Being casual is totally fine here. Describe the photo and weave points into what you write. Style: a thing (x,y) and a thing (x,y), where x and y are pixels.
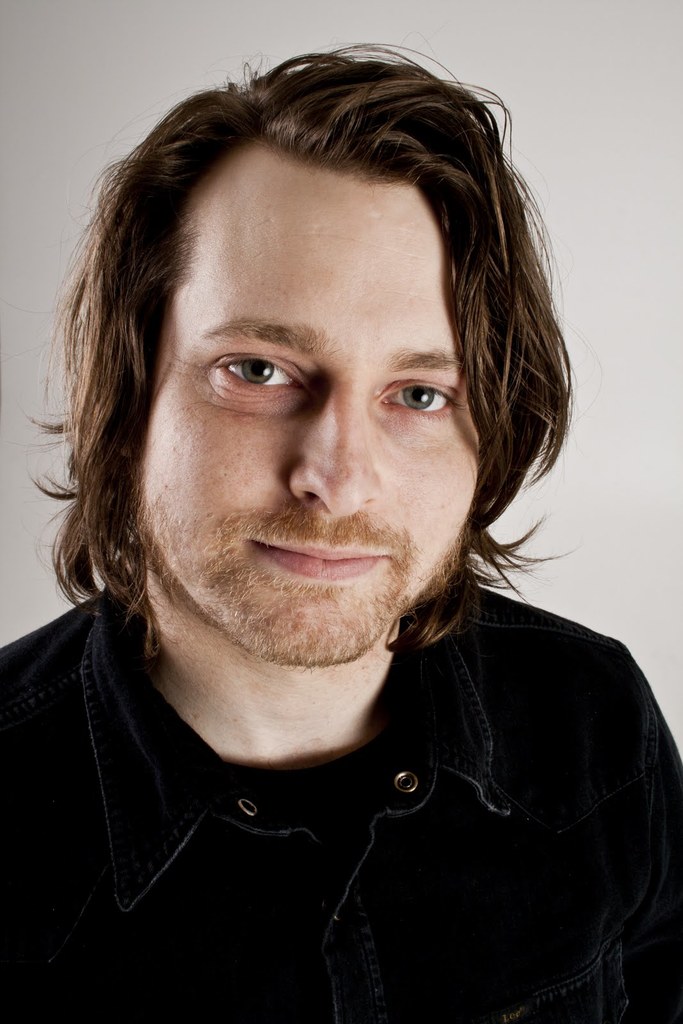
In the foreground of this image (147,847), there is a man (429,345) in black shirt (528,820). In the background (603,268), there is a white wall (628,180).
